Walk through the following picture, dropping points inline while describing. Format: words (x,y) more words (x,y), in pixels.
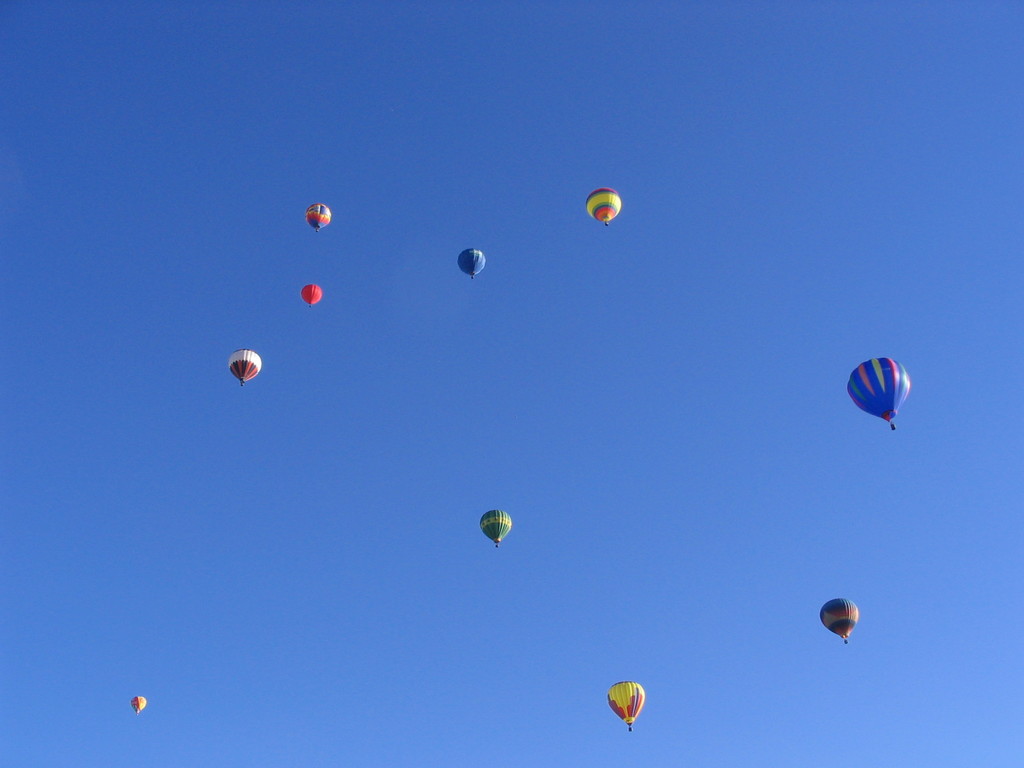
In this image I can see hot air balloons (873,393) flying in the air (378,521). In the background (321,93), I can see the sky (368,119) in blue color.
